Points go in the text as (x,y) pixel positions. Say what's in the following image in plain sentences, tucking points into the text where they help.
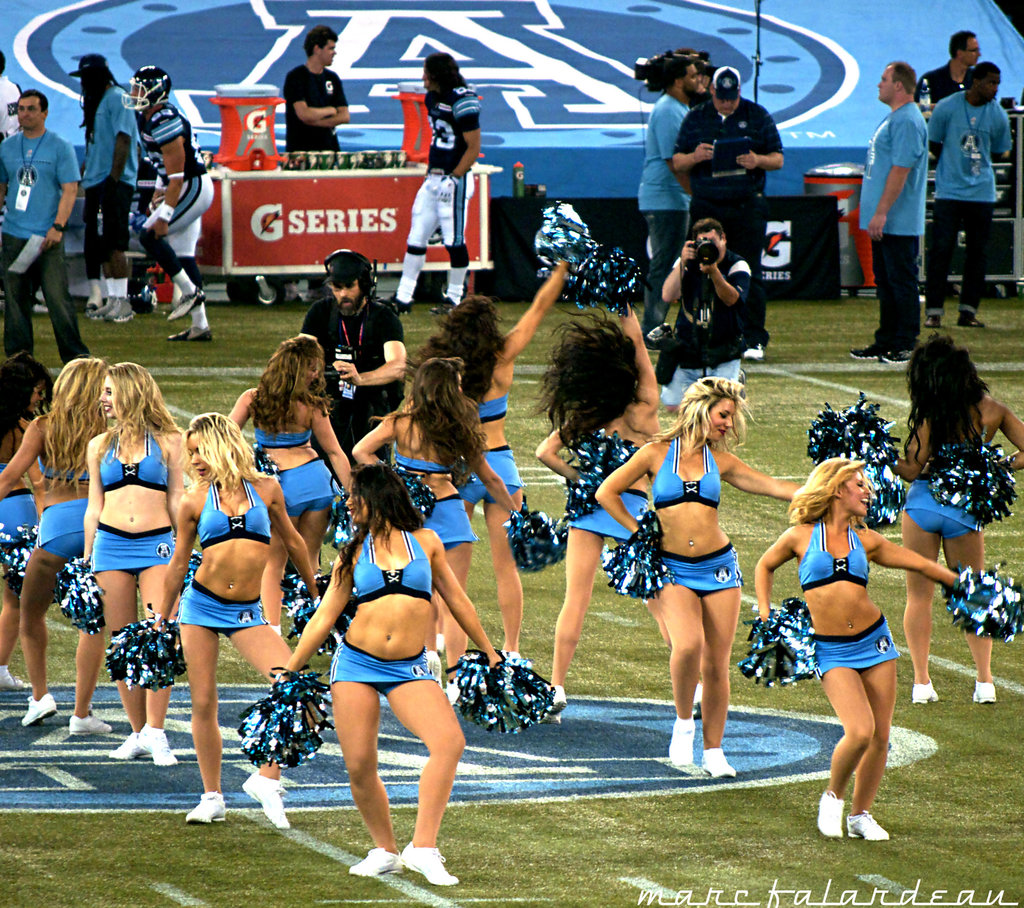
In the image there are girls (148,576) in bikini (637,511) dancing on the grass land (946,743), they are looking like cheer girls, in the back (705,303) there are few men (653,244) holding cameras (718,258) and some are walking.
